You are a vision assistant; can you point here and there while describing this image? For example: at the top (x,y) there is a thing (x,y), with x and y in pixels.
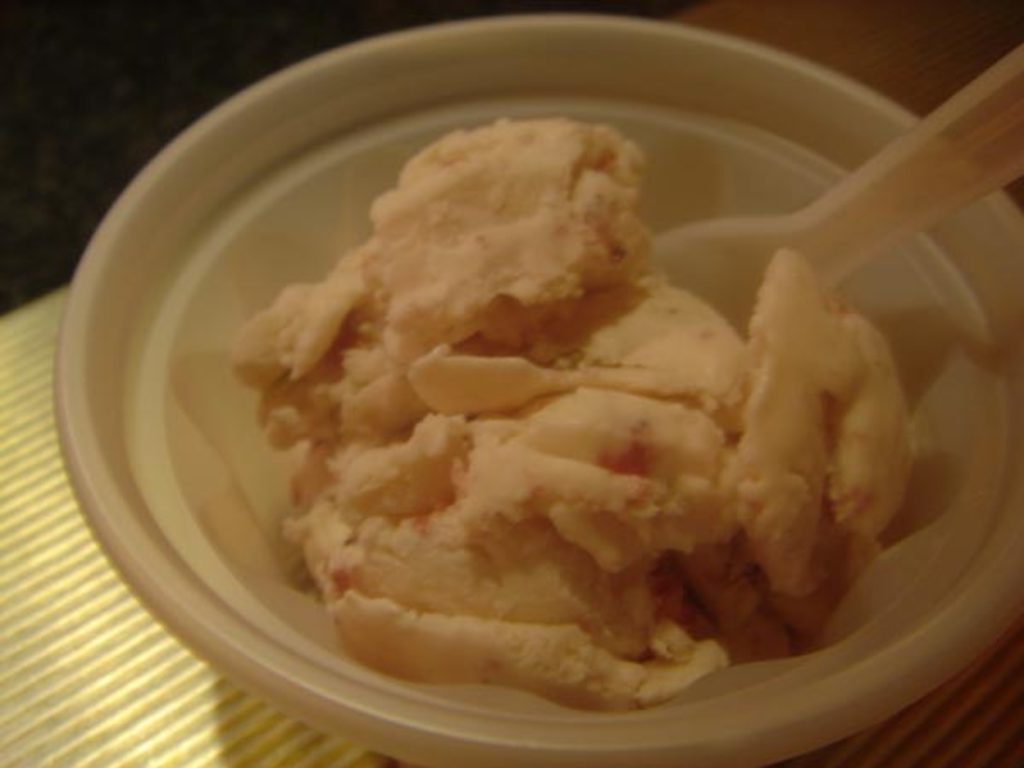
In this image, we can see an ice cream (509,234) in the bowl (299,566). At the bottom (113,681), there is a table (113,681).
